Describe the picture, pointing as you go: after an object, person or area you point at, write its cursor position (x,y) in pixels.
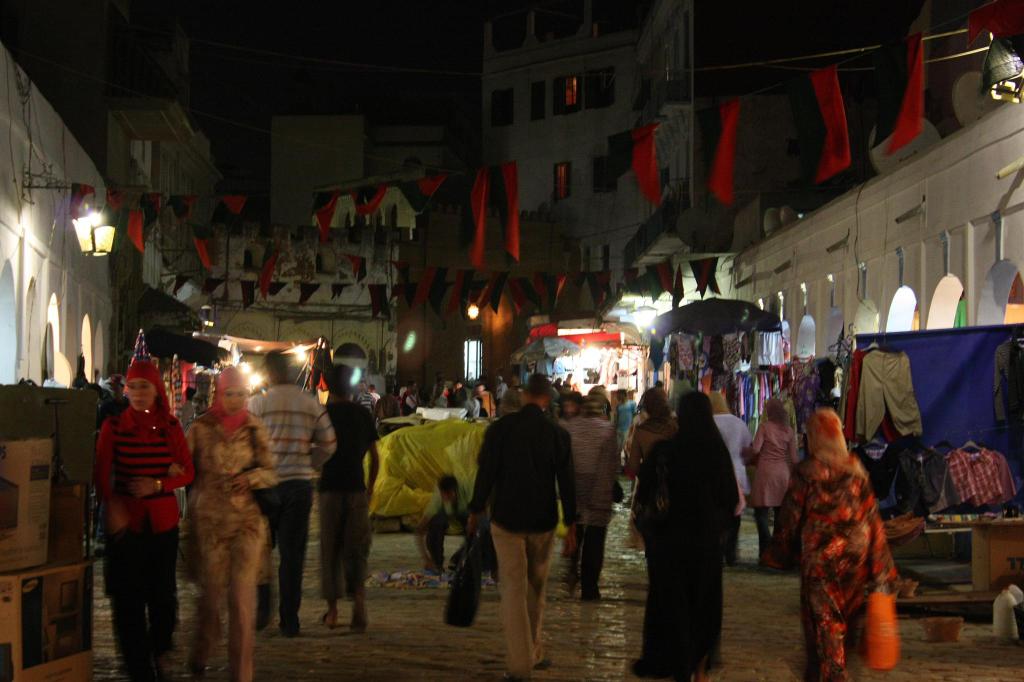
In this picture we can see a group of people (367,523) walking on the path (272,650) and on the path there are cardboard boxes (46,612), clothes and other things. Behind the people (270,461) there are buildings (428,212) with lights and some decorative items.
